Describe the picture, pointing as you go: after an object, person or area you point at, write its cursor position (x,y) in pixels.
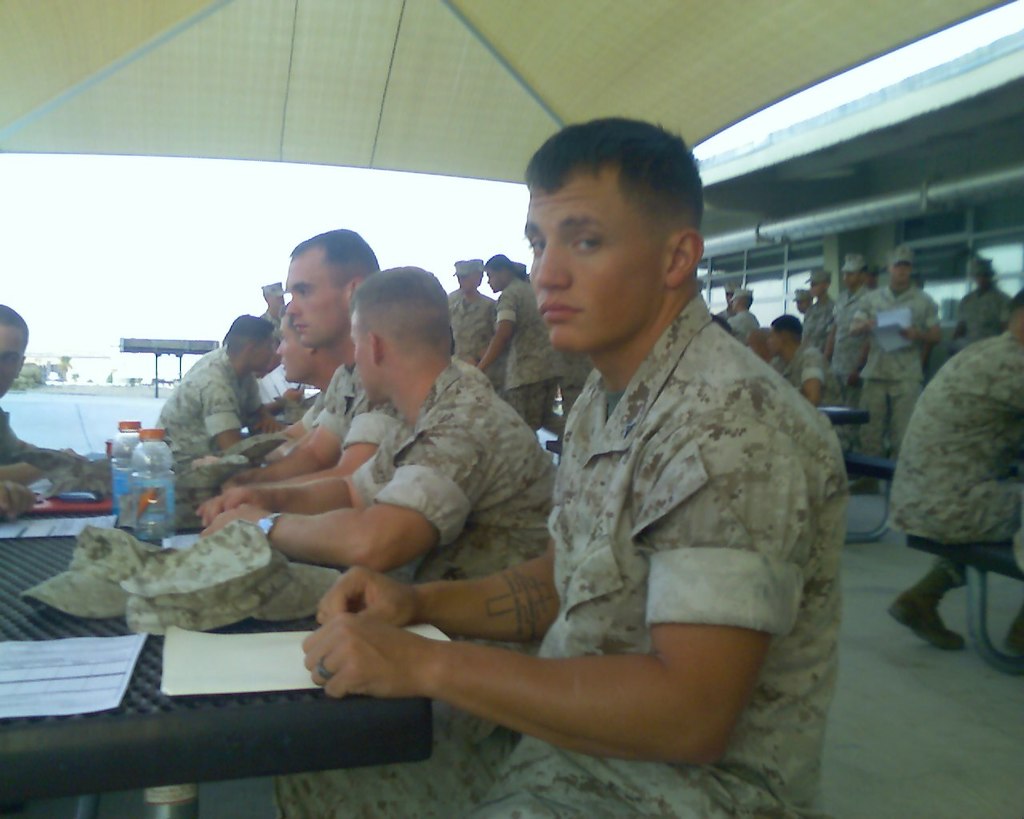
In this image we can see people (461,484), tables (967,578), papers (207,647), caps (228,598), bottles (168,493), shed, floor (890,798), and few objects (867,220). In the background (522,197) there is sky (521,226).
